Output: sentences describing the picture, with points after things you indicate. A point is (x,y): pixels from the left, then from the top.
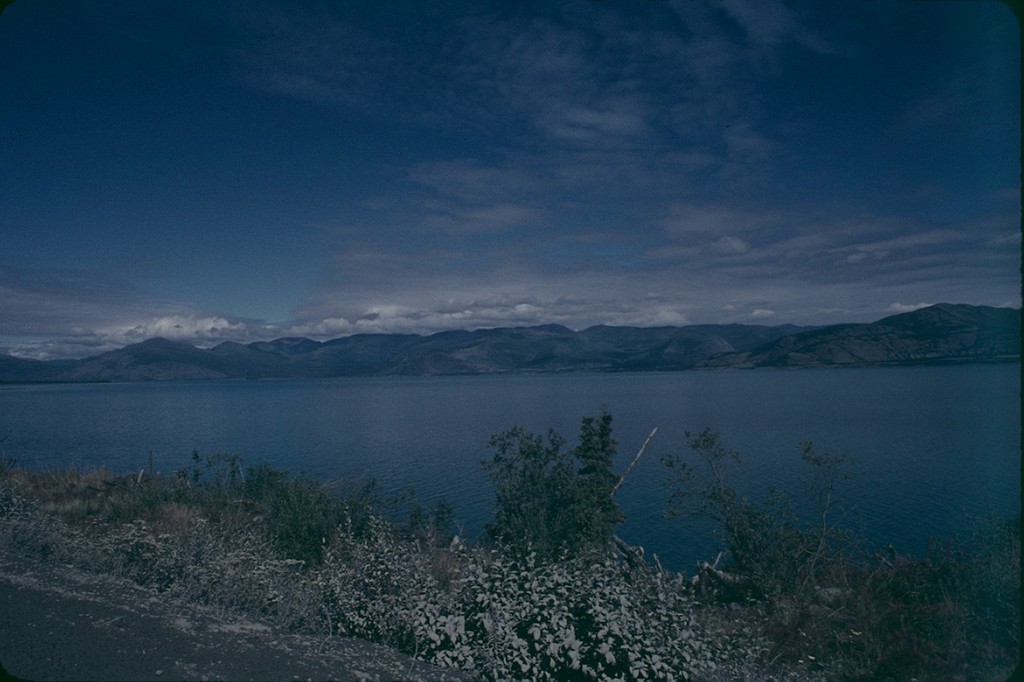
In this picture we can see water (458,419) and on the other side of the water (287,382) we have mountains (534,359) and above the mountains (144,350) sky (421,284) with clouds (400,298) and on left side (107,480) we can see road (79,592) with trees (522,585) beside to the road (45,622).
